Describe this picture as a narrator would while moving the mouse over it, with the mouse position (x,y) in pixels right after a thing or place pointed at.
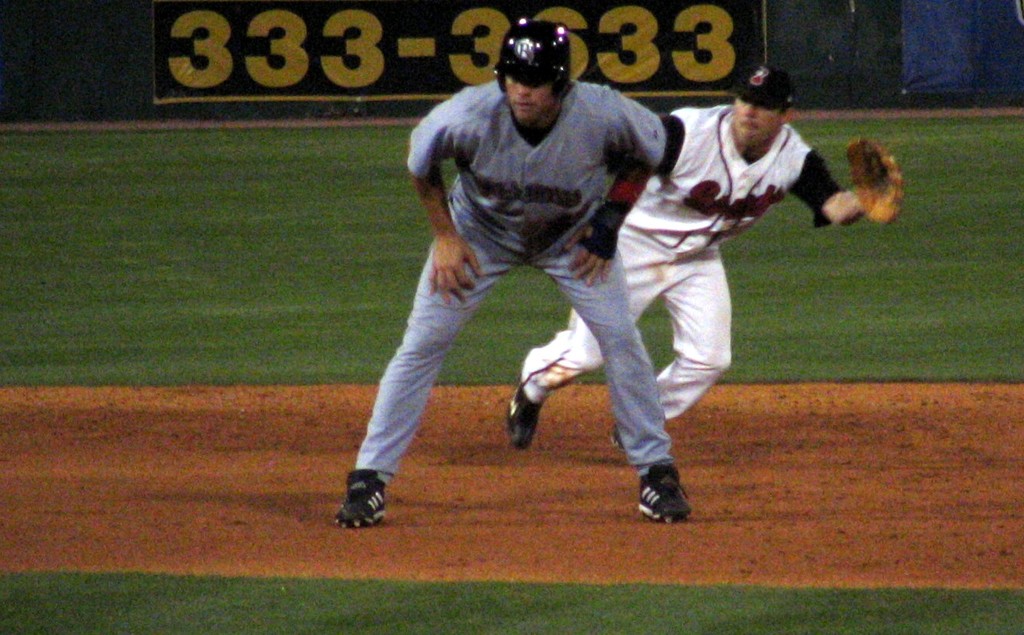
In this picture we can observe two men (693,174). One of them is wearing a black color helmet (519,70) and the other is wearing a brown color glove (861,179) to his hand (855,205). Both of them are in the ground (358,309). In the background (257,55) we can observe a number (210,67).
